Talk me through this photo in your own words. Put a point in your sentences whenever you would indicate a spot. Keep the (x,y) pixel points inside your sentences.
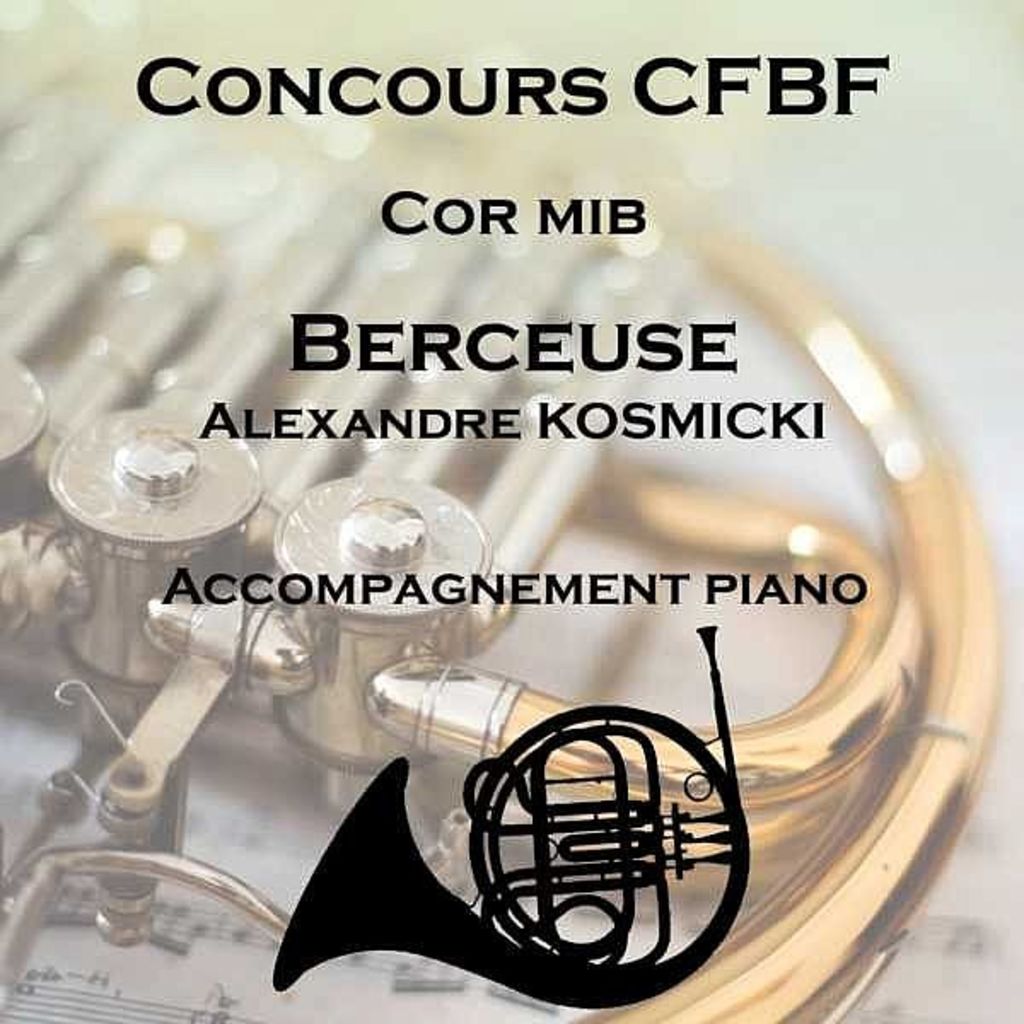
In this picture we can see a poster (205,24). On this poster (464,20), we can see a text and a logo (395,927) of a musical instrument (490,874). There is a musical instrument (811,707) on a paper (175,998) in the background (142,800).
